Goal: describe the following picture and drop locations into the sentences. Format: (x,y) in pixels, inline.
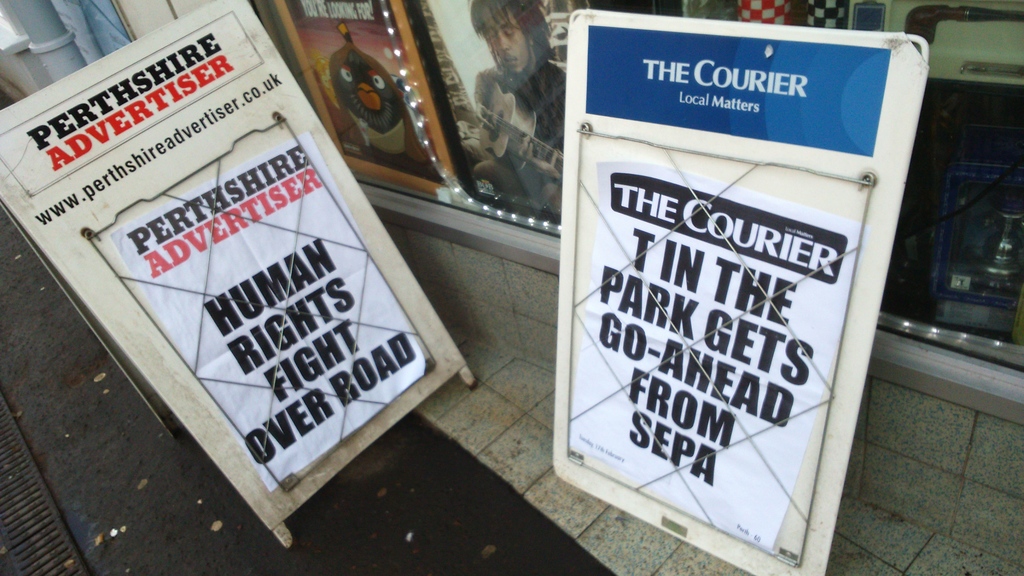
In this image there are display boards (296,285) on the pavement (413,462), beside the display boards (419,286) on the other side of the glass windows (393,78) there are posters (478,65) and some other objects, on the building (101,22) there is a pipe (31,27) and there are lamps (386,15) on the glass window (556,198).
